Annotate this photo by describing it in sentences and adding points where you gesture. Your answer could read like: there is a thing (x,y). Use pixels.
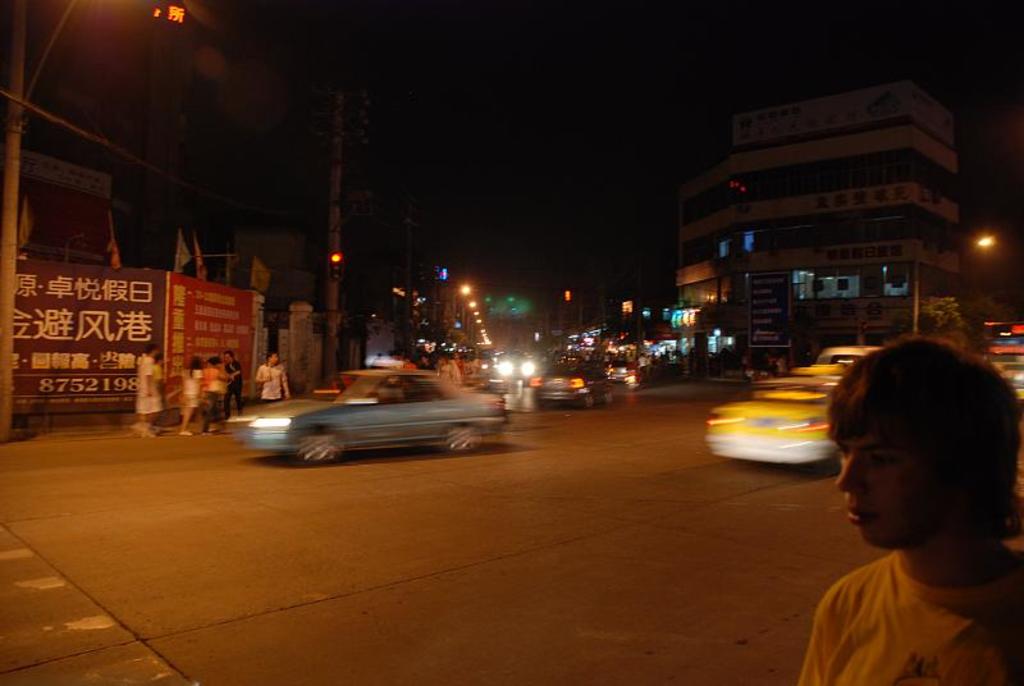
On the right side of the image (883,408) we can see person (864,443), vehicles (760,429), building (855,275), light pole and tree (943,311). On the left side of the image (191,398) we can see buildings (182,182), persons (224,392), vehicles (394,424), lights (464,287). At the bottom of the image (419,511) we can see vehicles (422,396) on the road (540,422). In the background (421,154) there is sky (421,154).
